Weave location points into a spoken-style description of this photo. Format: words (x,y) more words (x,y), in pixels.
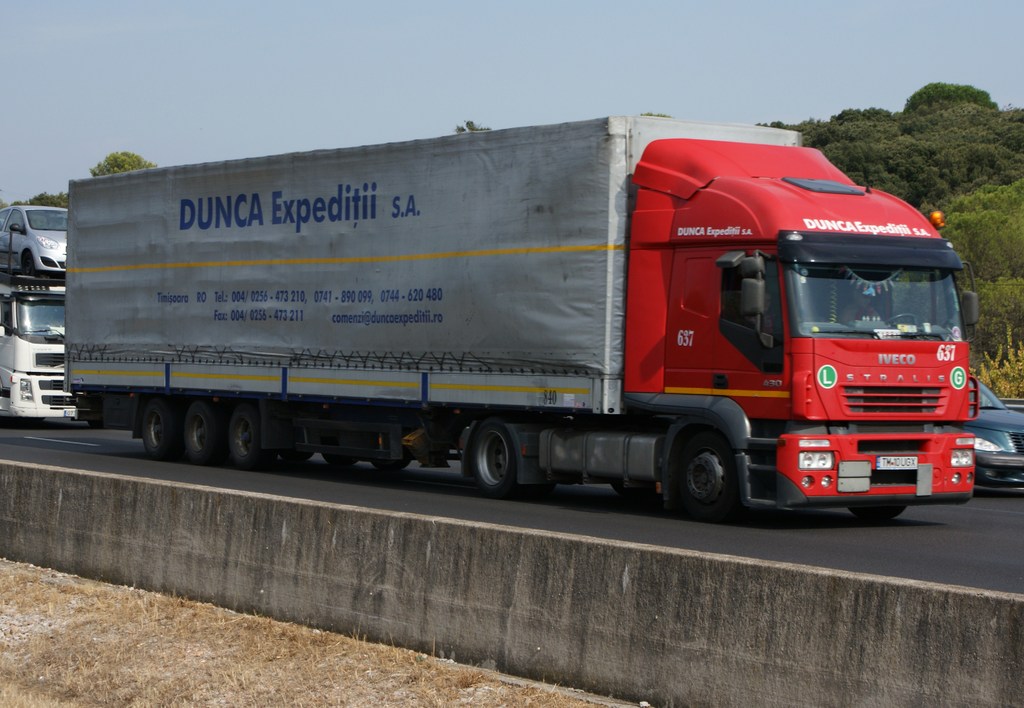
In this picture there is a truck (472,298) in the center of the image (453,305), on the road (281,476) and there are other vehicles (46,258) in the image, there are trees (1009,282) in the background area of the image (953,183).
